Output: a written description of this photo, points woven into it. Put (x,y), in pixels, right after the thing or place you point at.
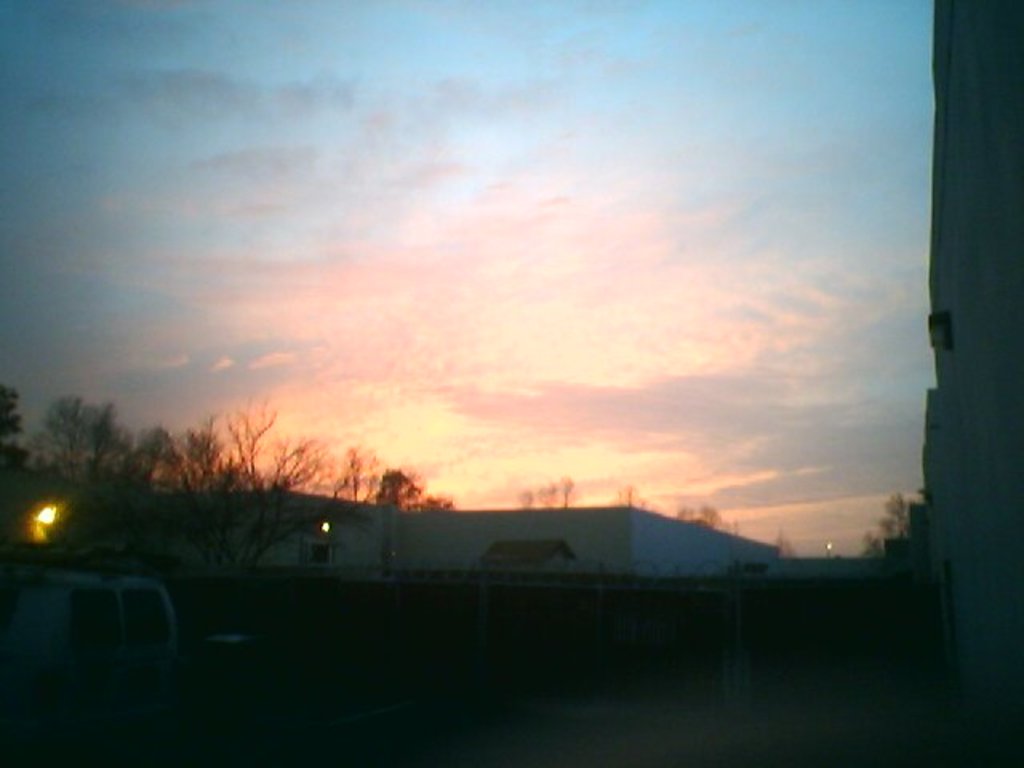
In this picture we can see a vehicle (153,677), lights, trees (217,498), buildings (383,523) with windows (323,545) and in the background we can see the sky (388,341) with clouds (446,323).
